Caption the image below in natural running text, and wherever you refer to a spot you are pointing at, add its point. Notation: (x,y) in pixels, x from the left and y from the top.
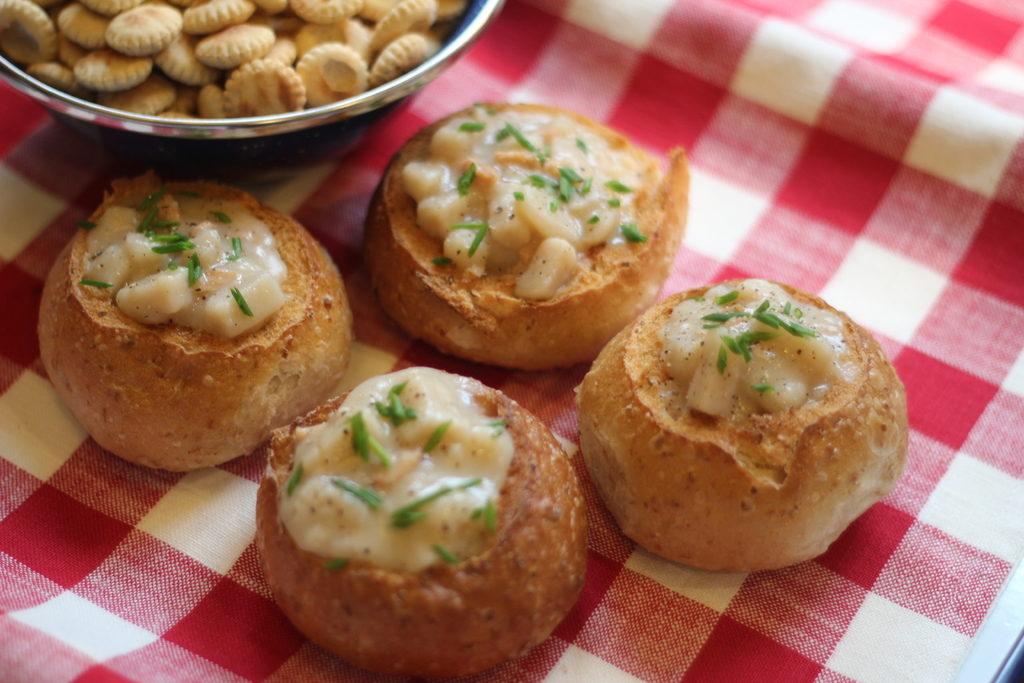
In the picture I can see food items (330,328) in an object (365,131) and on a cloth (336,184). The cloth (341,172) is red and white in color.
